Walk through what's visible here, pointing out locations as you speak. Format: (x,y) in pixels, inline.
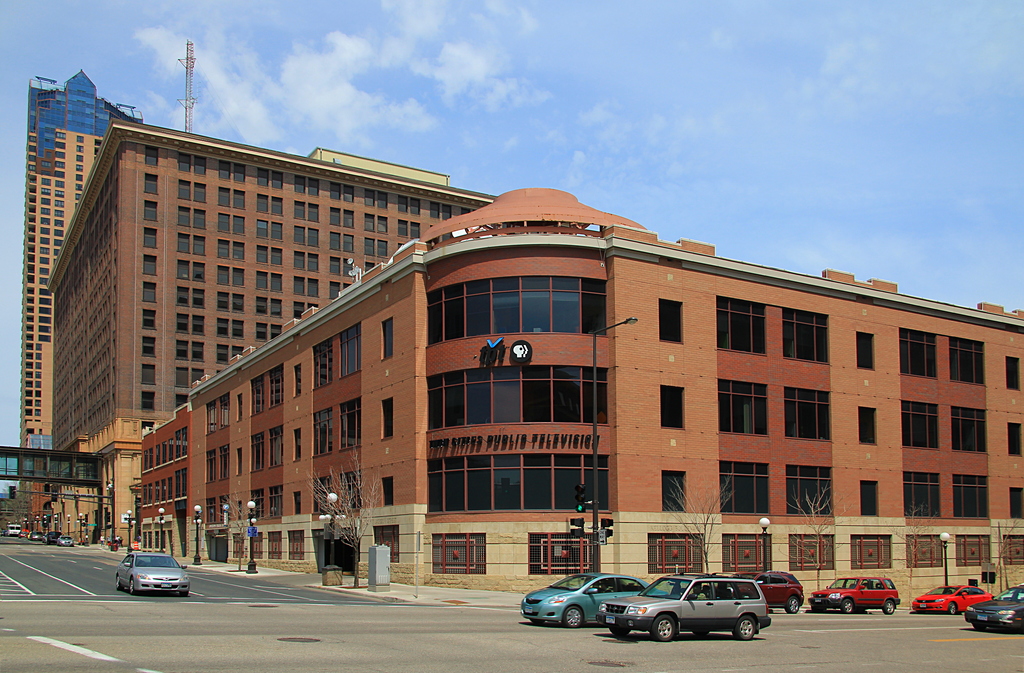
In this image, on the right side (870,599), we can see few cars (1006,593) which are moving on the road (813,616). On the left side (158,578), we can see a car (170,586) which is moving on the road (168,605). In the background (15,525), we can see a street light (199,552), vehicle (47,539), footpath (184,557), building (446,335), glass window (435,316), towers (78,131), pole (185,65), bridge (54,479). At the top (620,175), we can see a sky (535,136), at the bottom (167,665), we can see a footpath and a road (57,604).
